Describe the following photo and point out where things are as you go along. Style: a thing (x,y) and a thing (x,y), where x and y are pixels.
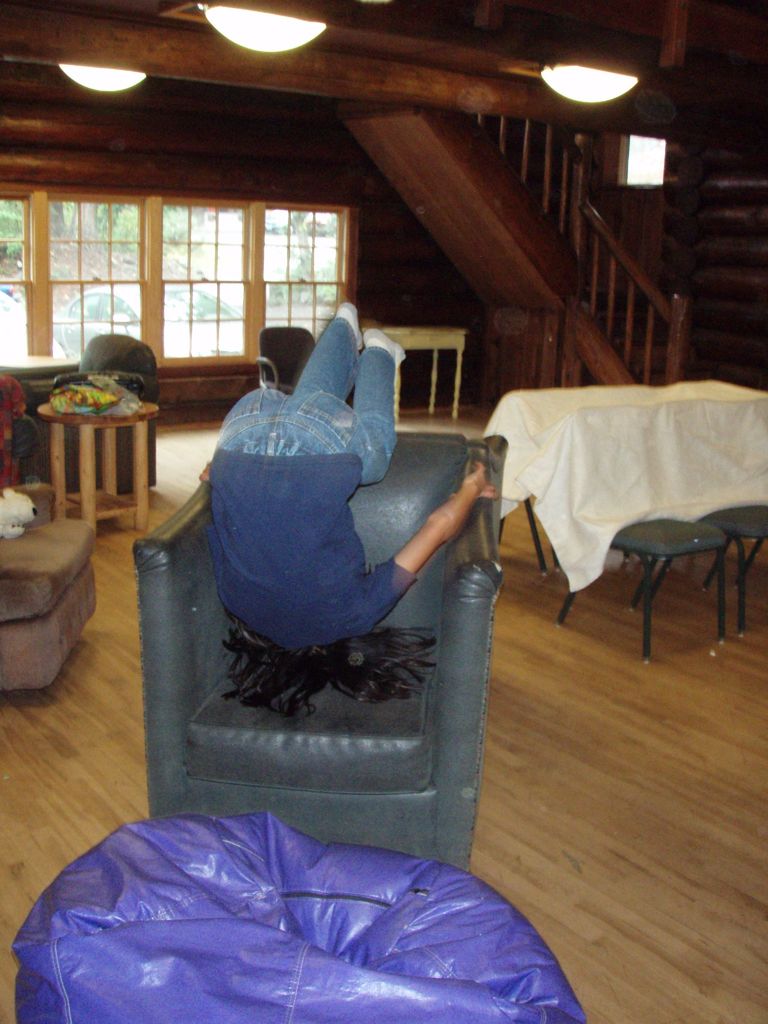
There is a person (383,634) on the sofa (361,770). This is floor (661,827) and there is a table (640,427). On the table (640,427) there is a cloth (602,442). There are chairs (310,348). In the background (196,114) there is a wall (343,143) and these are the windows (294,292). This is staircase (555,243) and there are lights (117,81).
